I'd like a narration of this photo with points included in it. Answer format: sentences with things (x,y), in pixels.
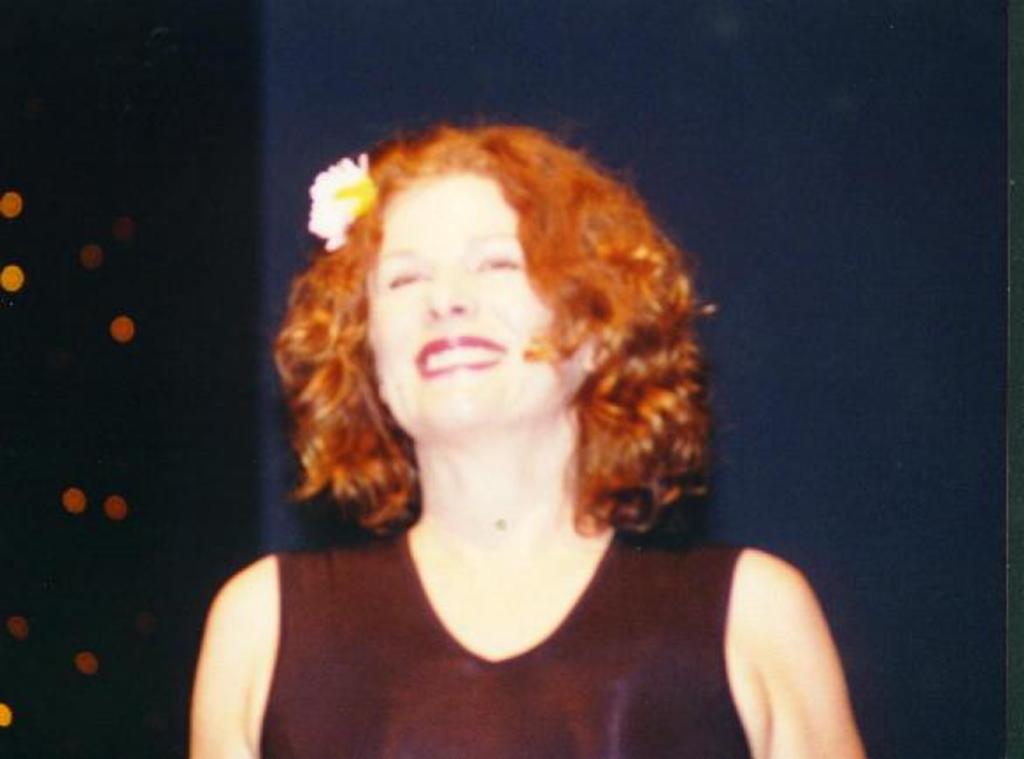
In this image there is a person (536,461) smiling, and there is blur background (21,132).
